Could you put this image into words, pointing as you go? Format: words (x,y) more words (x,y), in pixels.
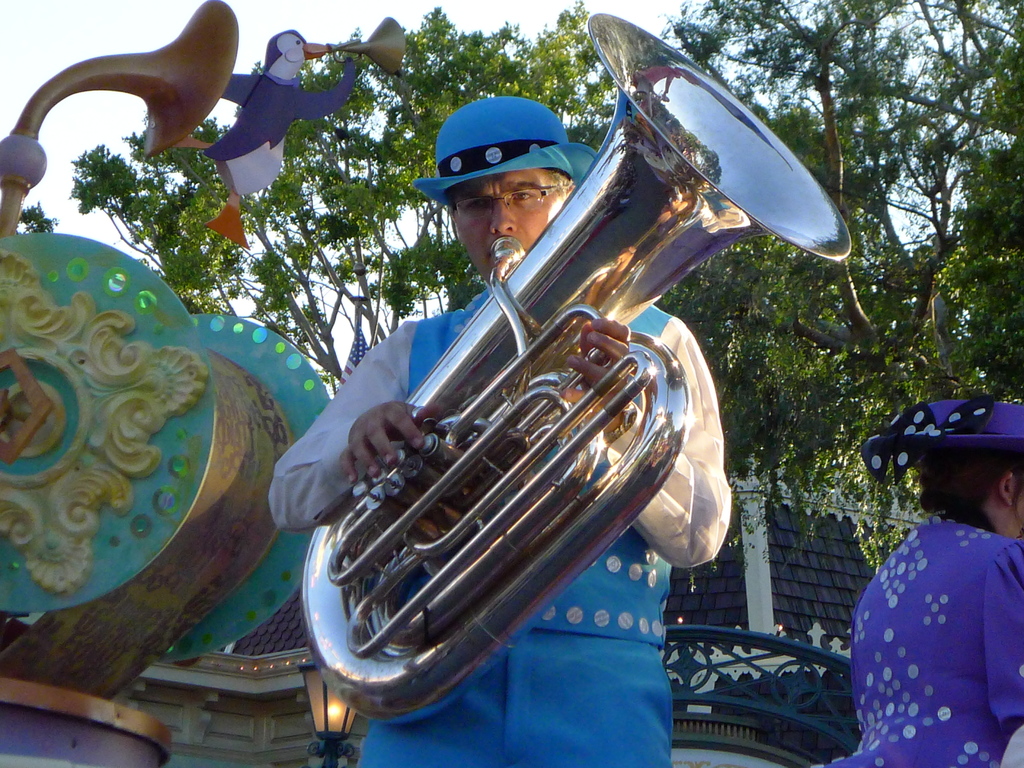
In this image there is a person (627,715) standing and holding a tuba (697,117), and there is another person (944,502), house (739,681), trees (803,377), and in the background (157,31) there is sky (116,119).
